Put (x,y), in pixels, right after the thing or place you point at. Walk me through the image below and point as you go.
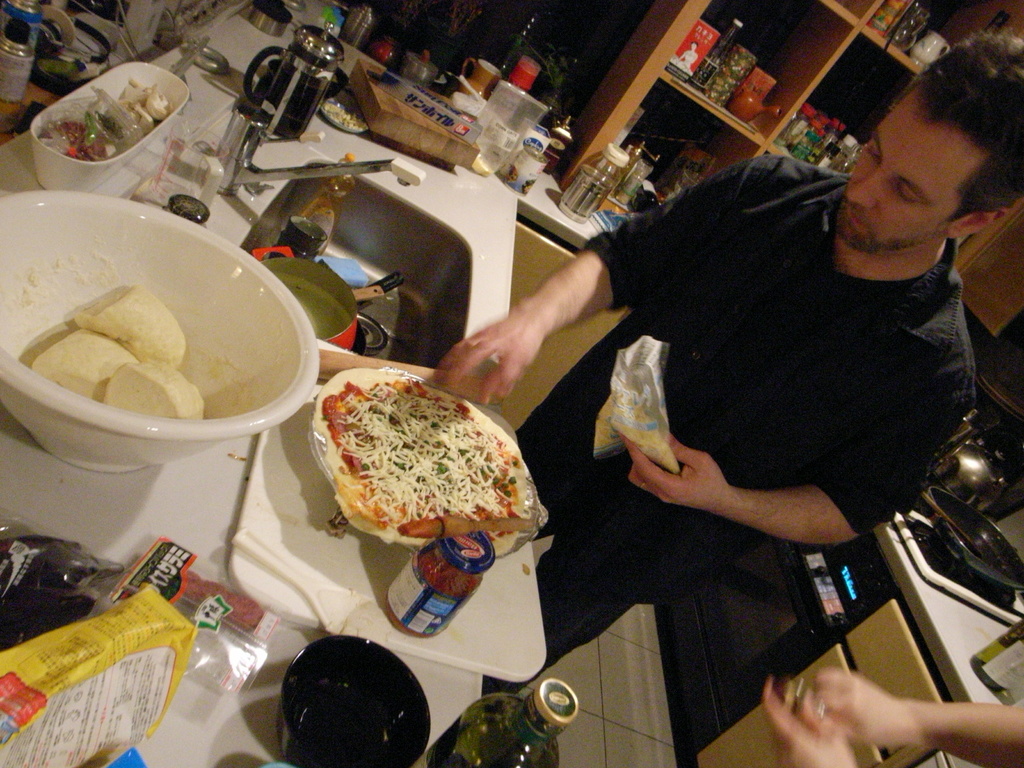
In this image there is a person (782,358) standing and holding a bag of grated cheese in his hand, in front of the person (846,226) on the kitchen platform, there is a pizza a bottle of sauce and some other objects (97,456) and utensils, there is a sink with a tap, behind the person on the platform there is a stove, on the stove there is a pan (1021,575), on the platform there is a bottle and some other utensils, below the stove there are cupboards (758,721) and there is an oven (761,672), beside the stove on the wall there is a cupboard (814,90) with some objects (740,80) in it. Beside the person (497,351) there is another person's hand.
